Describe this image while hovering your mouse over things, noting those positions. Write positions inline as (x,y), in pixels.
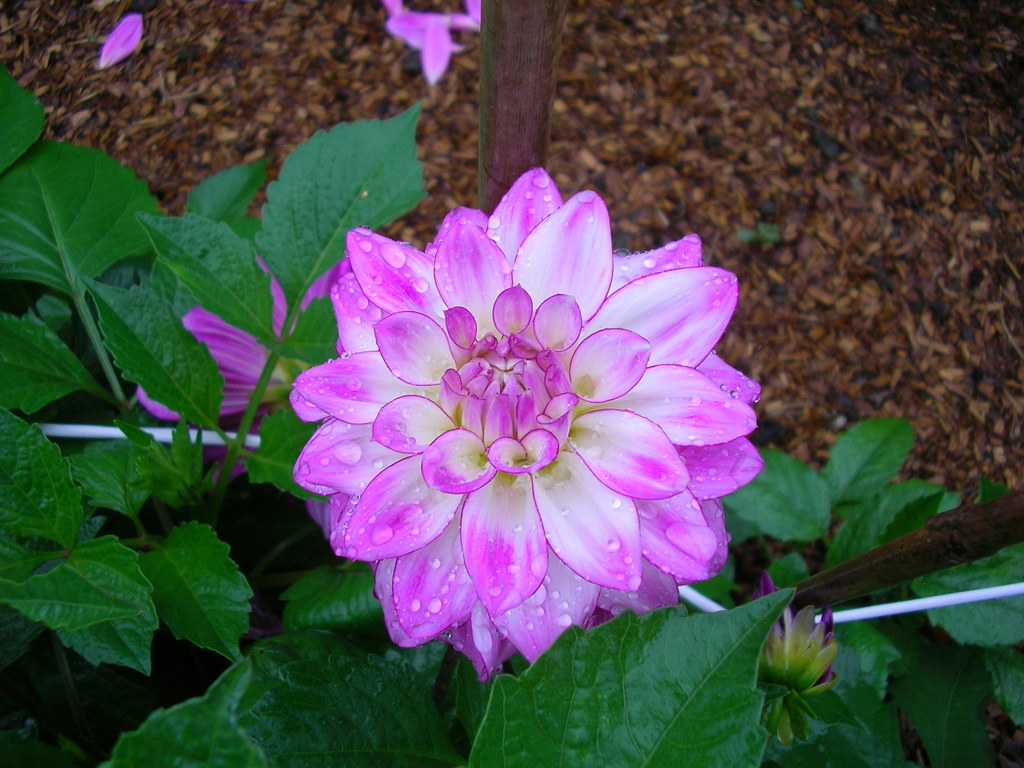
In the foreground of this picture (529,418), there is a pink color flower (526,491) to a plant (66,442). In the background (220,341), we can see a flower (219,356), pole (485,86) and the ground (620,144).
